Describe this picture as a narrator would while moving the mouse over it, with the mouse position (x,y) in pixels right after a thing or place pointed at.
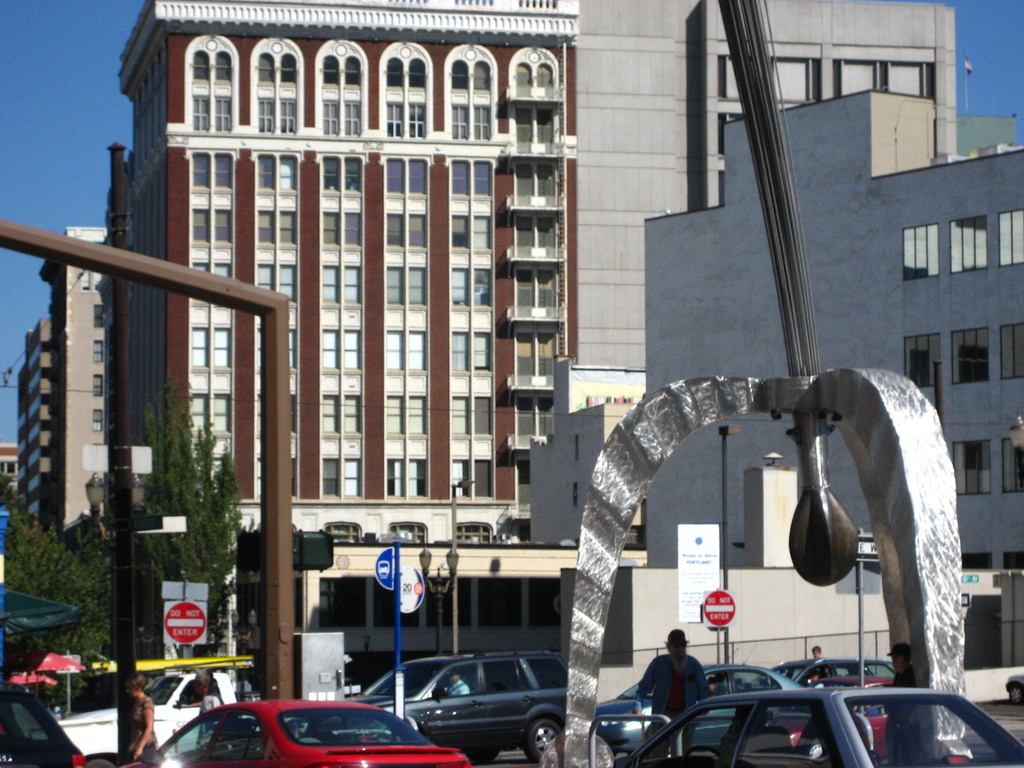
In the image we can see there are buildings (449,383) and cars (460,695) are parked on the road (619,753) and people (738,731) are standing on the road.
